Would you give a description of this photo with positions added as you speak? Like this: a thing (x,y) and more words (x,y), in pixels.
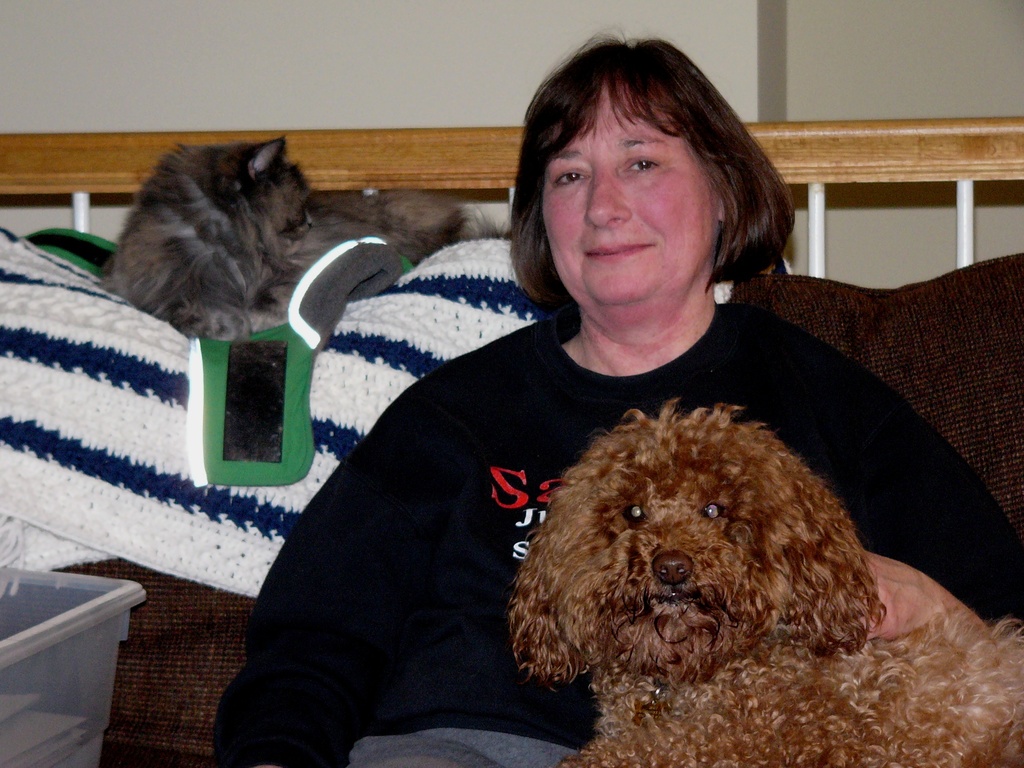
In this picture we can see one woman (349,526) sitting on the couch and she is holding a dog (756,682), behind we can see a cat (179,312) on the blanket (124,383).
